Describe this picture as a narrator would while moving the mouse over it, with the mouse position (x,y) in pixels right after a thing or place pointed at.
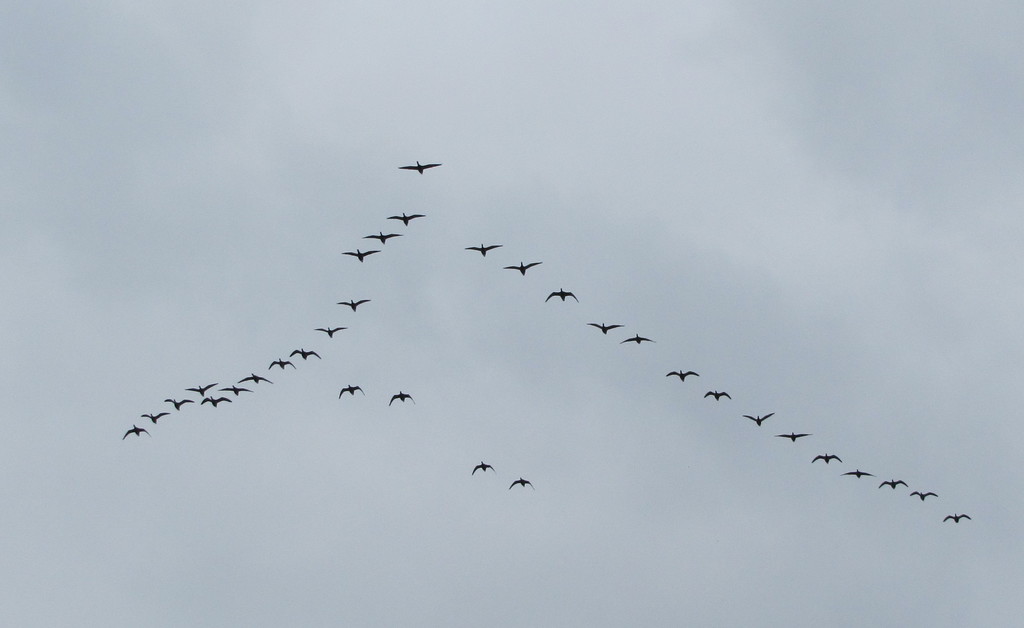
In this image I can see few birds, they are in black color. Background (317,175) the sky (276,241) is in white color.
